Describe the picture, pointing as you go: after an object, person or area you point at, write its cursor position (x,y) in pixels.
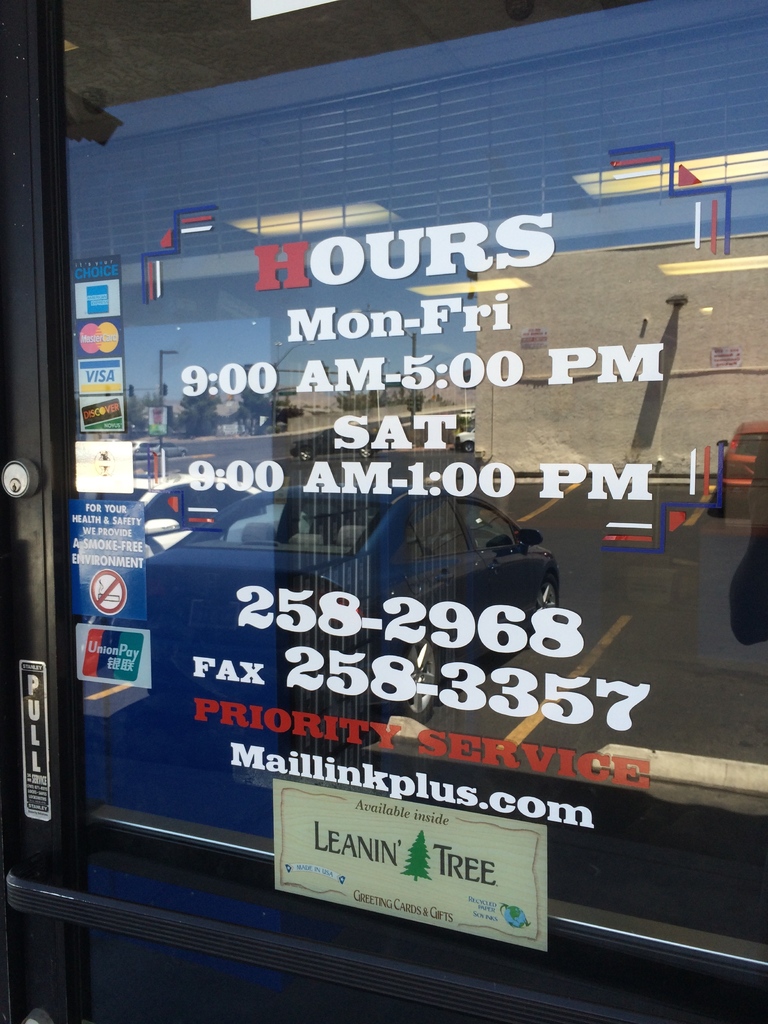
In the center of the image (450,385) we can see a door (627,566) and there is a text (411,489) written on the door (426,799).
